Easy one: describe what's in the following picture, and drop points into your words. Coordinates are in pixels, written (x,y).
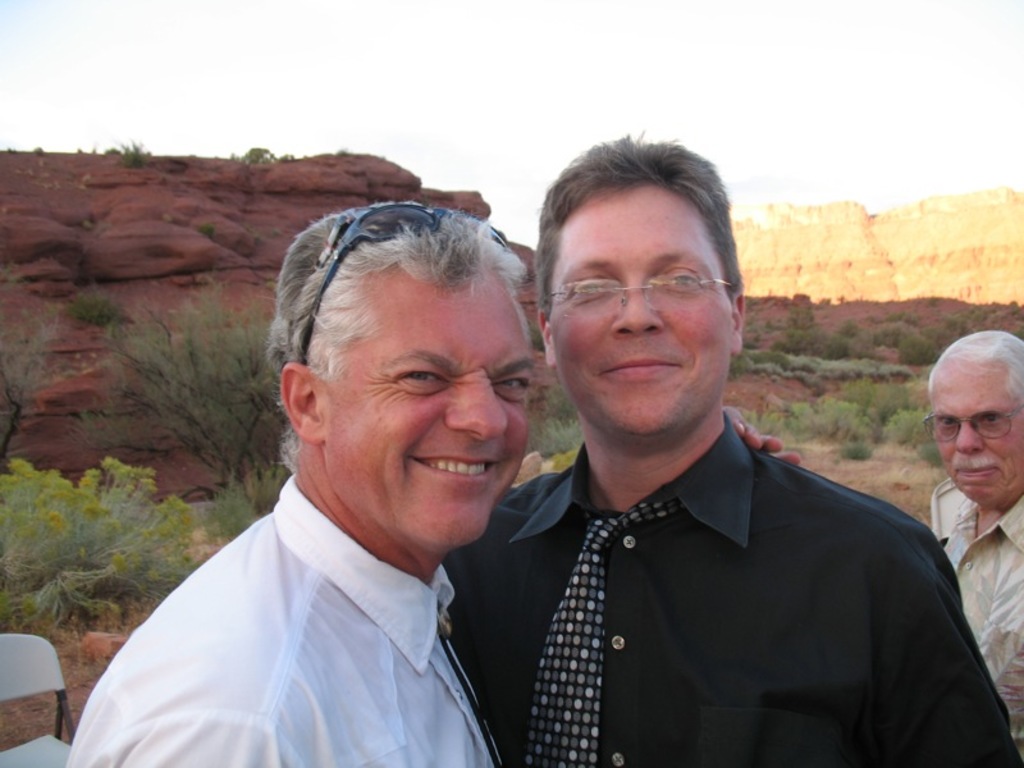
In front of the picture, we see two men (553,593) are standing. They are smiling and they are posing for the photo. The man (504,627) on the right side (697,265) is wearing the spectacles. On the right side (1016,662), we see a man (984,513) is standing and he is wearing the spectacles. Behind him, we see the trees (839,354). In the left bottom (48,673), we see a white chair (41,746). In the background (790,277), we see the trees (841,340) and the rocks (874,284). At the top (488,113), we see the sky (488,113) and the clouds (226,50).
